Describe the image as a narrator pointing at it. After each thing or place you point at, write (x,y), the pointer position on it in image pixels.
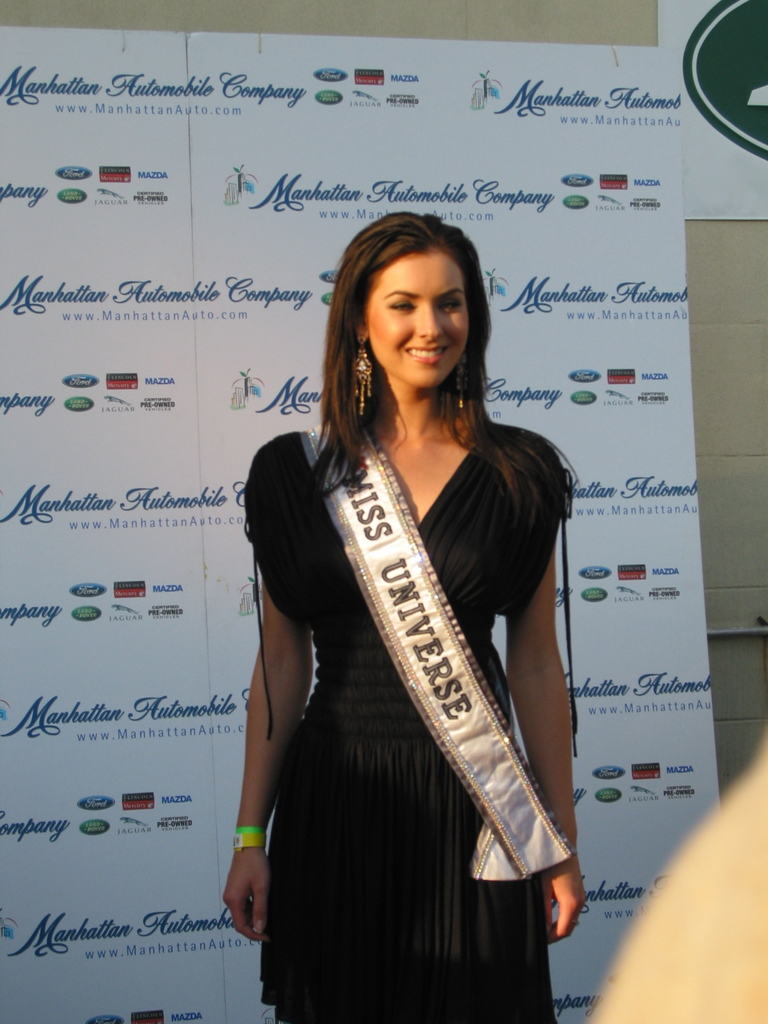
There is a woman (340,737) standing and wearing black dress (357,711) and there is an object (408,626) which has miss universe written on it and there is a banner (154,275) behind her which has something written on it.
